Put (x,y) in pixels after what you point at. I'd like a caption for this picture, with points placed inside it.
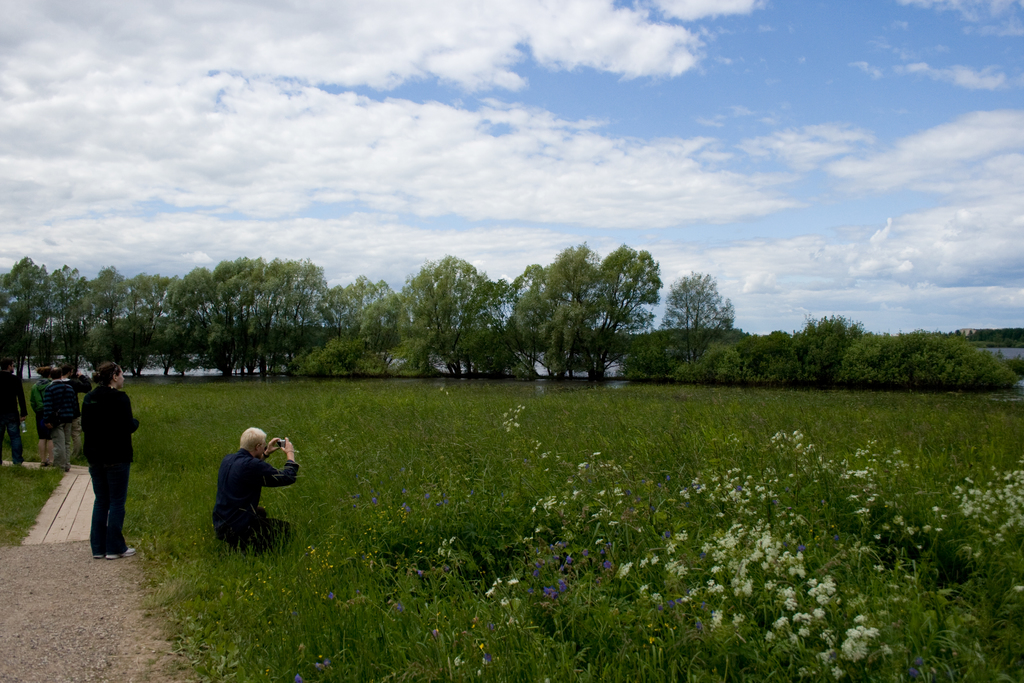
In the image there is a beautiful garden (522,393), around the garden (305,398) there are many trees (584,332), the people (73,415) are standing on the left side (128,425) and some of them are capturing the photos of the garden (360,492), one of the person (230,496) is sitting in between the garden (202,430) and taking photos.
